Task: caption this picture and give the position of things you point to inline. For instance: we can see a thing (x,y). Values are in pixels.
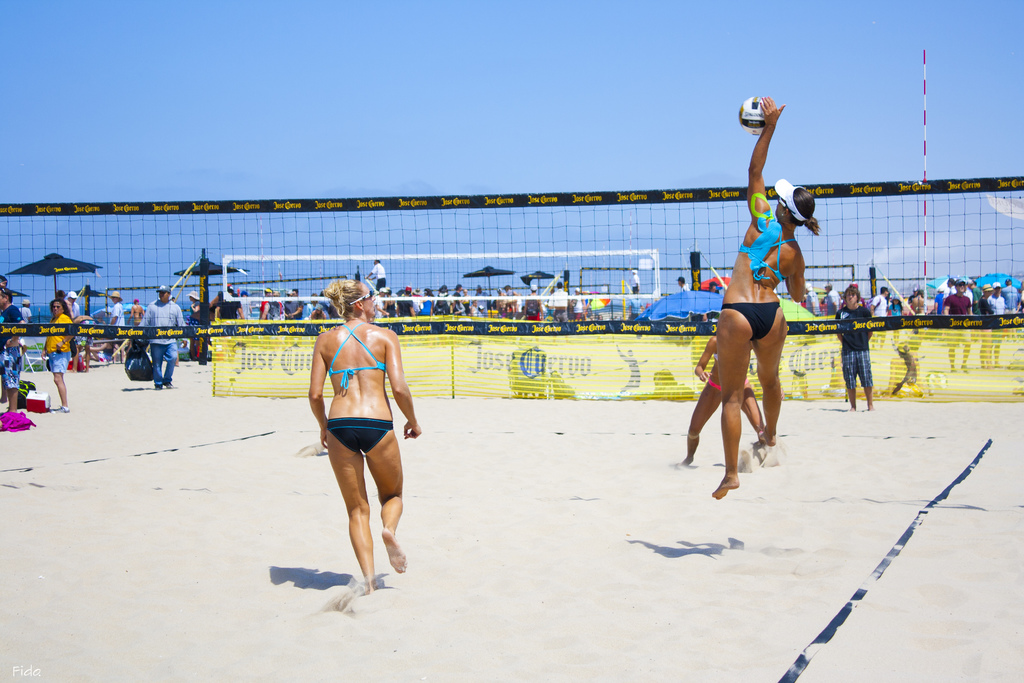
In the center of the image (355,430) there are people (334,293) playing volleyball. In the background of the image (71,345) there are many people (55,344). There is a pole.
